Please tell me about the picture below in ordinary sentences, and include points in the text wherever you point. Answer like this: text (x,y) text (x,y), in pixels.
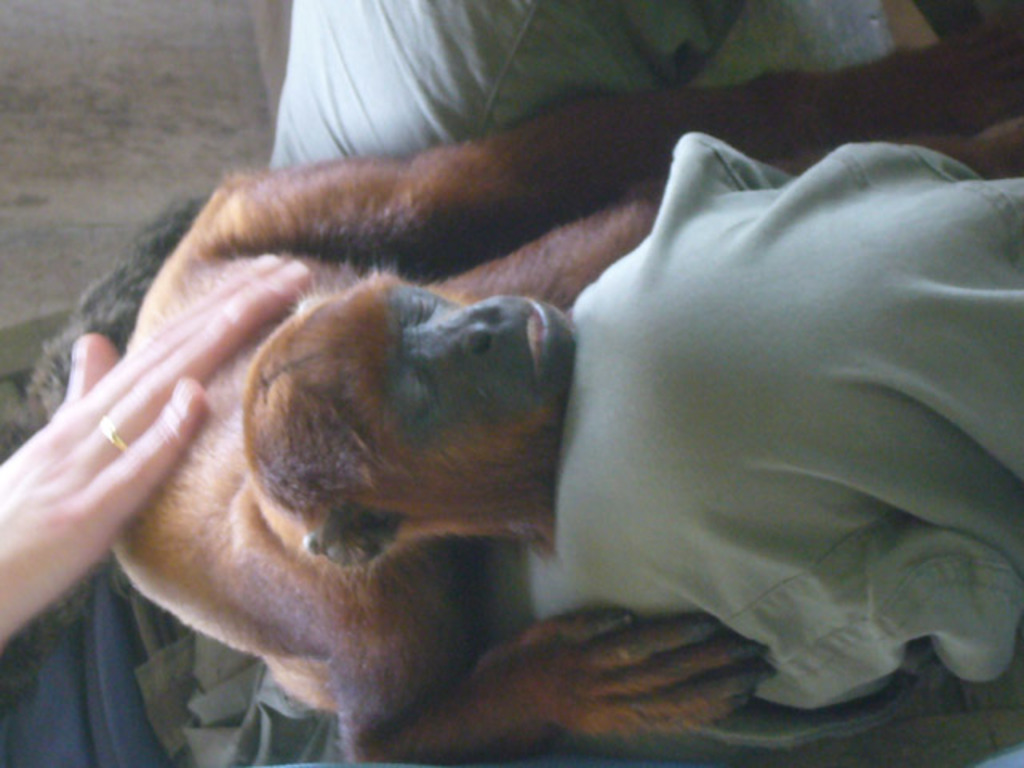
In this image in the center (385,385) there is monkey (398,408). On the left side (91,457) there is a hand (77,464) of the person (86,454) which is on the monkey (194,460).
